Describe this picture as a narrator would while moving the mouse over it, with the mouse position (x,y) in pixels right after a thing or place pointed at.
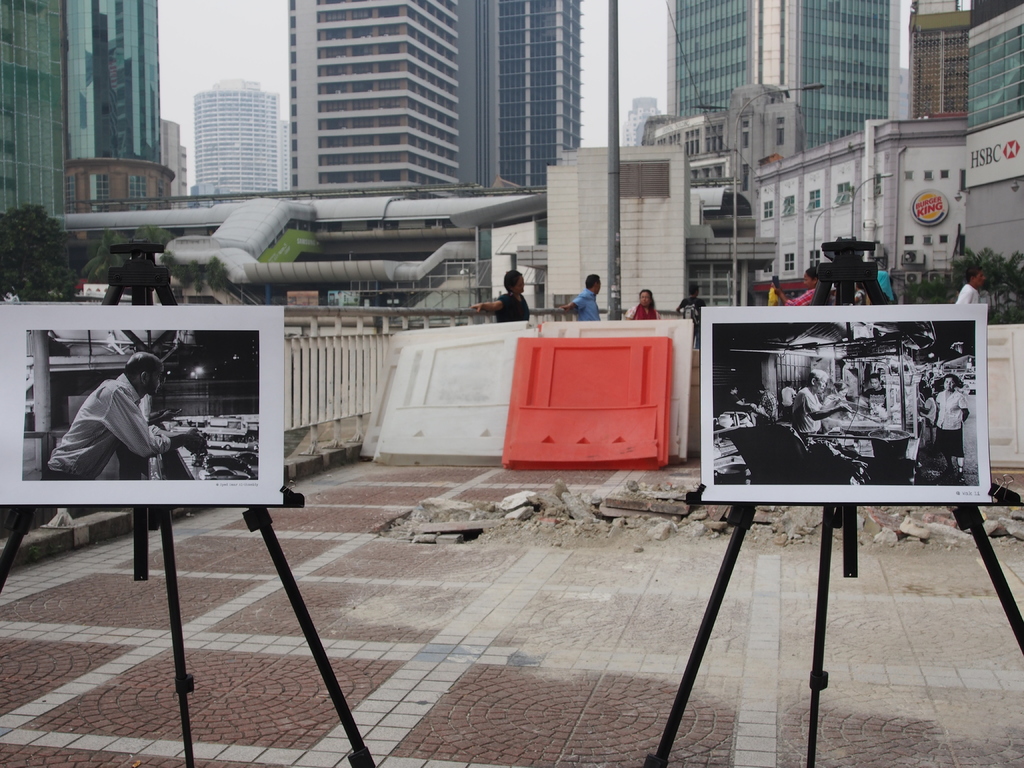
In front of the picture, we see two stands (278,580) on which photos (186,399) containing papers (120,387) are placed. At the bottom (564,662), we see the pavement (567,629). Behind that, we see boards (450,398) in white and orange color. Beside that, we see a railing (360,387). We see people (638,300) are standing on the road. There are trees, buildings (437,154) and a pole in the background (673,167). This picture is clicked in the city.
